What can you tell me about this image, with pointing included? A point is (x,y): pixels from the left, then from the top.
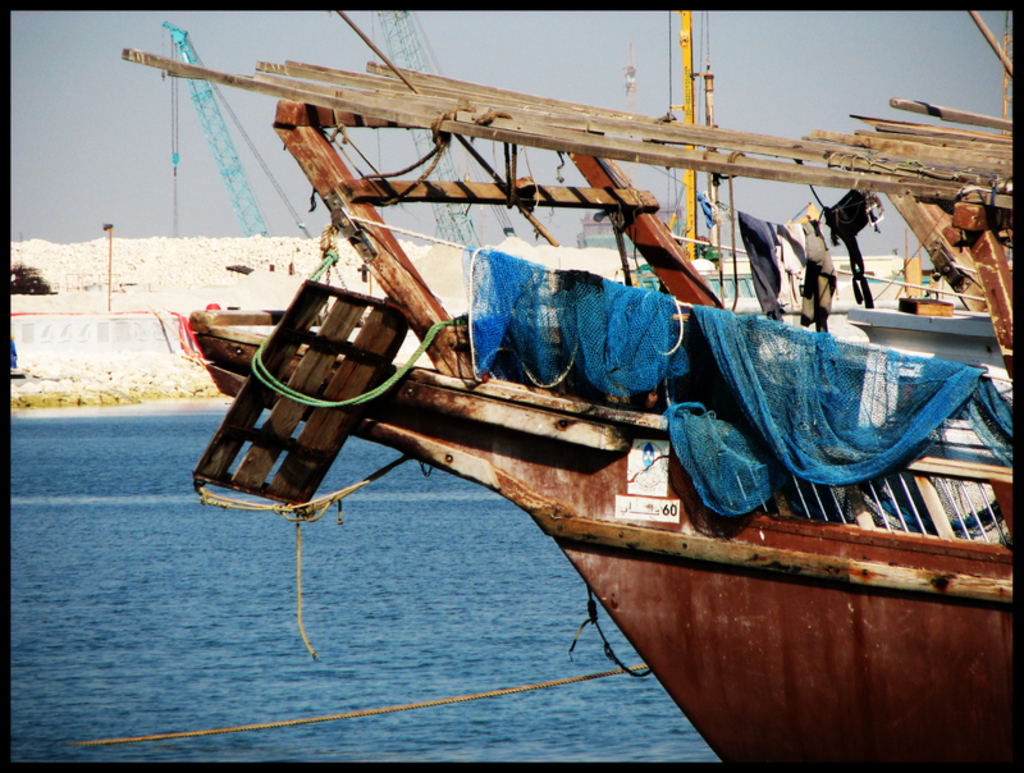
In this image we can see the ships (563,381) on the water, there are some stones (607,266) and cranes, in the background (405,133), we can see the sky (489,64).
